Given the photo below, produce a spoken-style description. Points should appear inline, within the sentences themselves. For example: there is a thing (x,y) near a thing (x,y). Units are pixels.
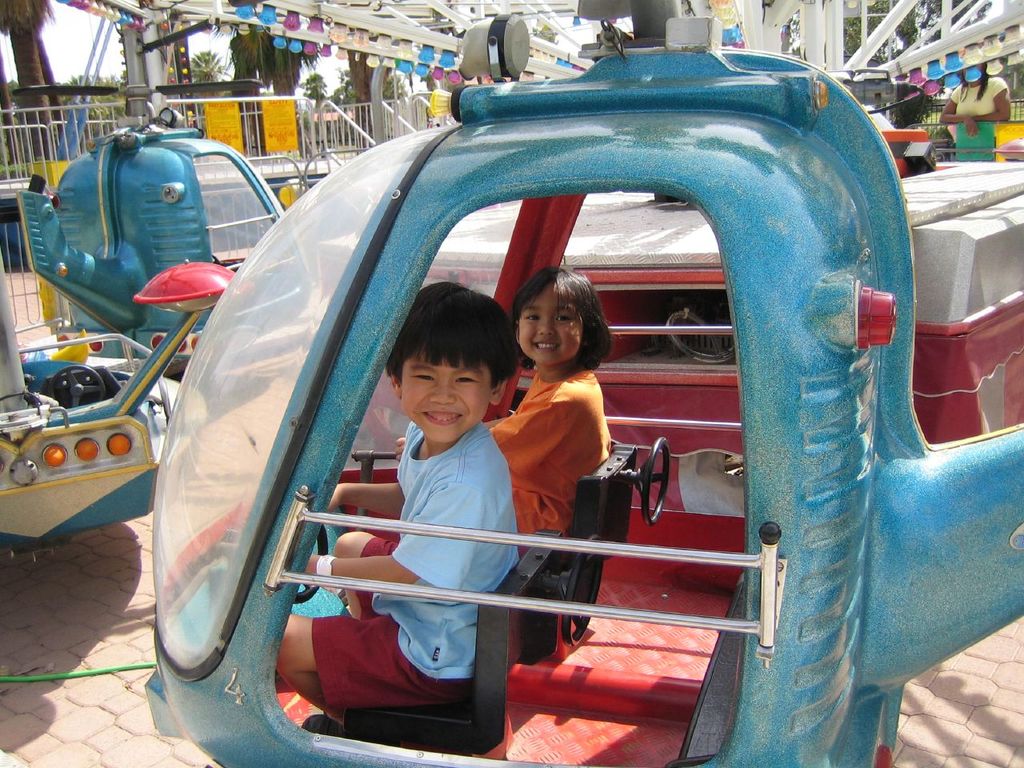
In this image, I can see a boy (485,388) and a girl (524,438) sitting and smiling. This is a mechanical ride (786,5). These are the toy helicopters (239,286). Here is the woman (973,107) standing. In the background (273,73), I can see the trees (256,75).
